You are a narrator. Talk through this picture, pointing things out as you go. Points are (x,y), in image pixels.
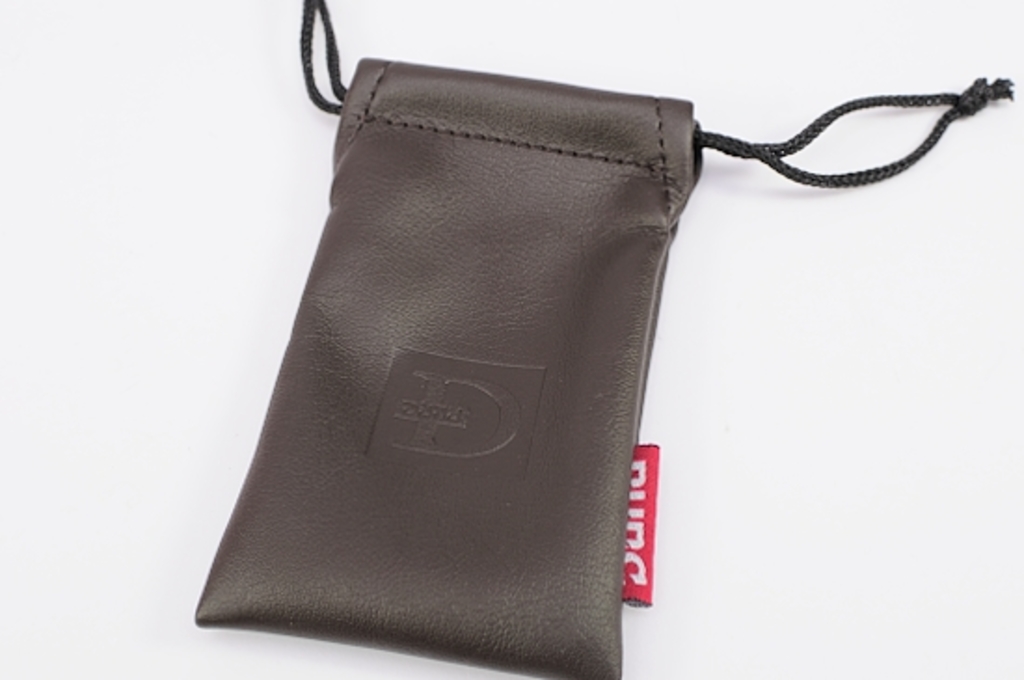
This is a picture of a pouch (521,356), the pouch (510,132) having a threads (800,136) which is in black color and the background (758,645) the pouch (462,388) is white color.
